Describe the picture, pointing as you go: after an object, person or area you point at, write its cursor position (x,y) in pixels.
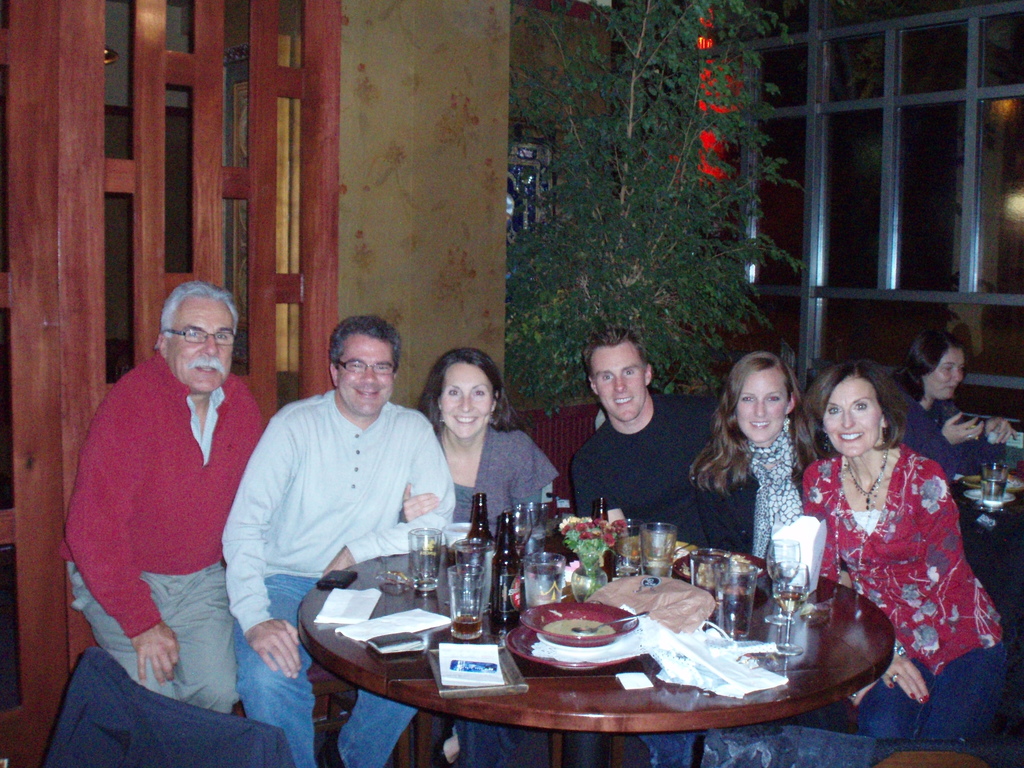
In this image, In the middle (516,504) there is a brown color table (556,724) and on that table (442,579) there are some glasses (645,554) and there is plate (613,640) and there are some papers (419,628) in white color, There are some people (935,577) sitting on the chairs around the table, In the background (597,273) there is a green color plant (664,194) and a brown color wooden block (78,183) and there is a yellow color curtain (443,178).
